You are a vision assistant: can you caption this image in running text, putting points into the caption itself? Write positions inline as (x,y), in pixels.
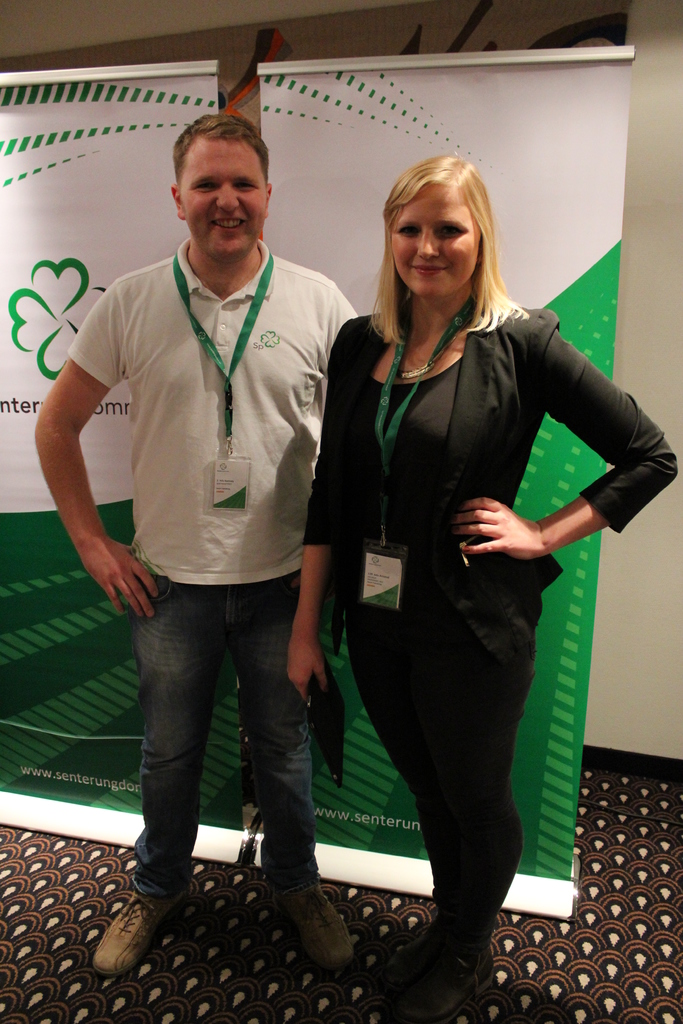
In the front of the image (403,494) a woman (469,750) and a man (319,895) are standing and wore ID cards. In the background (510,241) we can see banners (512,293) and wall (674,65). Floor (381,912) with carpet (358,965).
